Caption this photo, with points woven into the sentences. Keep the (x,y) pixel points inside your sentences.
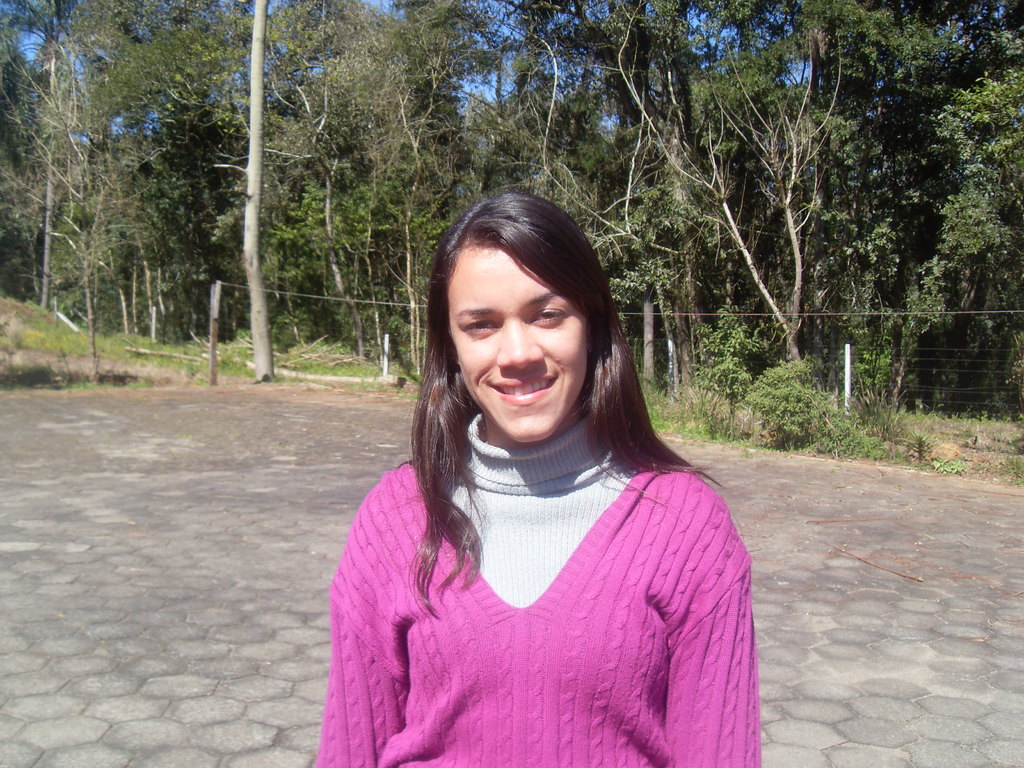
Front this woman (523,477) is standing and smiling. Background (984,348) there are plants (887,394) and trees (331,115).
